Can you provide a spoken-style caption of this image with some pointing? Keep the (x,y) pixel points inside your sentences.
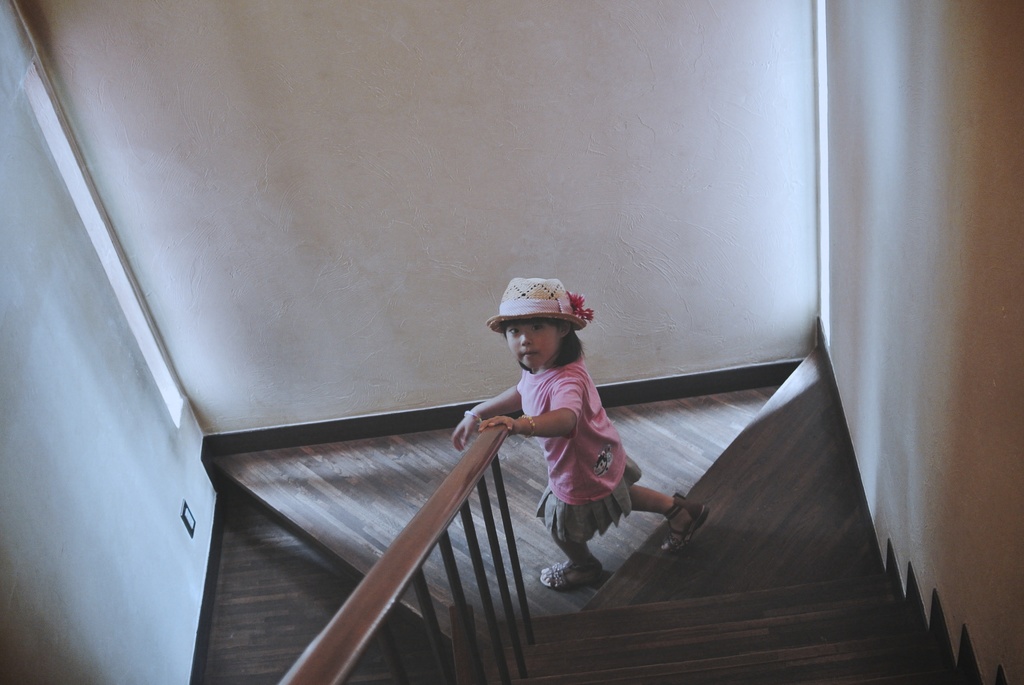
In this picture I can observe a girl (535,422) walking down the stairs (652,657). She is wearing pink color dress (543,375) and hat (525,303) on her head (529,334). In the middle of the picture (505,431) I can observe a railing (484,458). In the background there is a wall (445,112).
